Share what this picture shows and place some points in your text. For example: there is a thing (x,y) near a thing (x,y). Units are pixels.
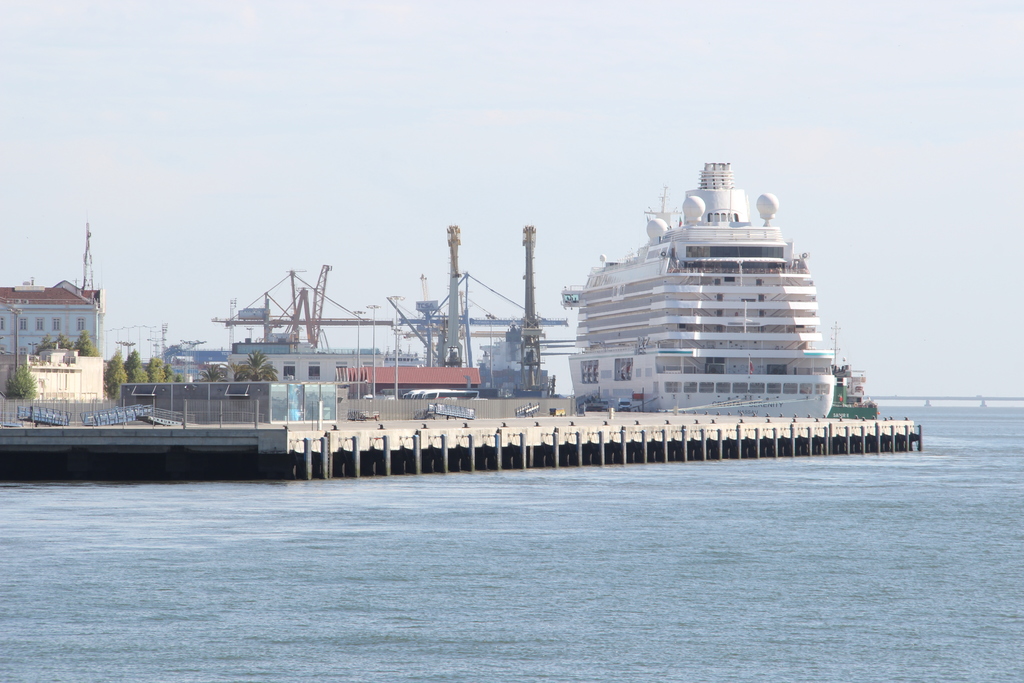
There is a white color ship (791,364) parked at the shipyard (662,412), along with the other ships (841,374) on the water (976,423) of the ocean (992,435). On the left side (117,363), there is building (72,354) trees (131,363) and other objects (210,403). In the background (936,93), there is sky (326,18).
